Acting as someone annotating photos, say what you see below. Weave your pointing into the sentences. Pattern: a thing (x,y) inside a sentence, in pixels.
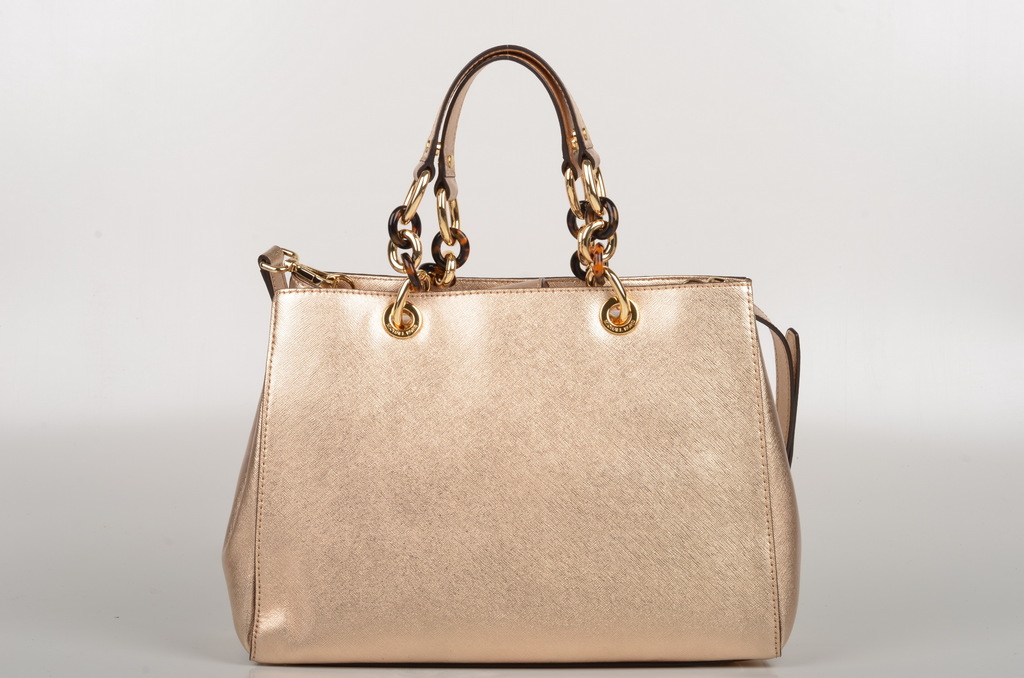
In this image i can see a bag (565,378) and a handle (457,124) with a belt (293,251).
